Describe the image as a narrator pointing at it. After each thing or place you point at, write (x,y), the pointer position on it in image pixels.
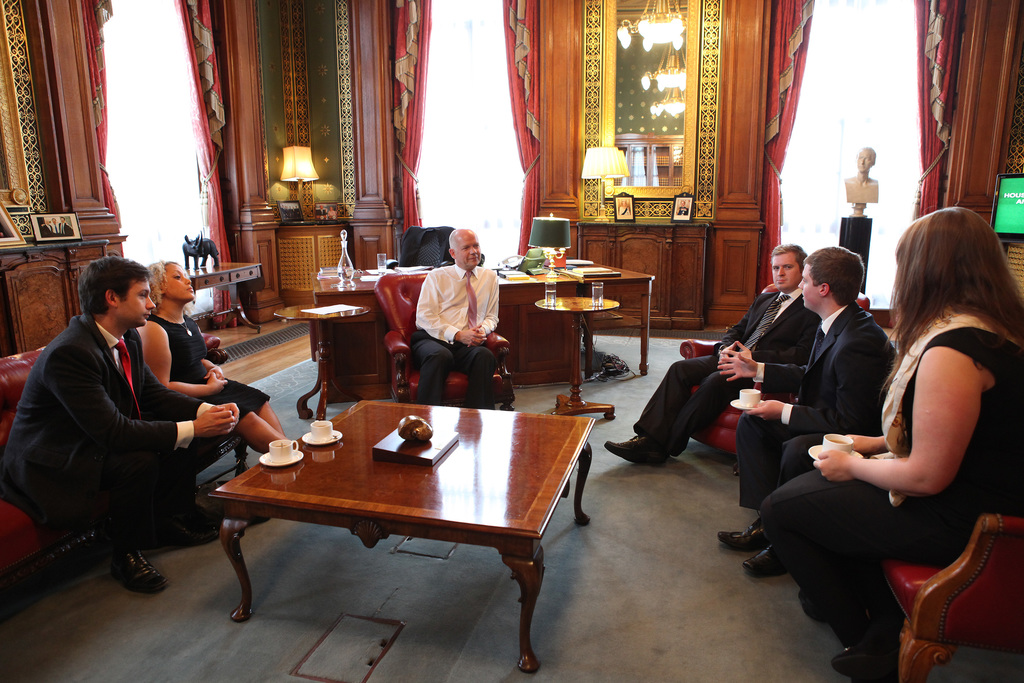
In a room (226,318) there are two ladies (909,424) and four gents (799,380) are sitting. In middle of them there is a table (364,428). On the table (339,418) there are two cups (311,424). Behind them there is a table (362,345). On the table (358,289) there are some papers (514,271), jar (342,260). On the chair (432,255) there is a jacket (419,255). To the left side (93,254) table (62,247) there are two frames (62,230). And we can see curtains (191,61), lamps (284,169) and statues (860,190).
